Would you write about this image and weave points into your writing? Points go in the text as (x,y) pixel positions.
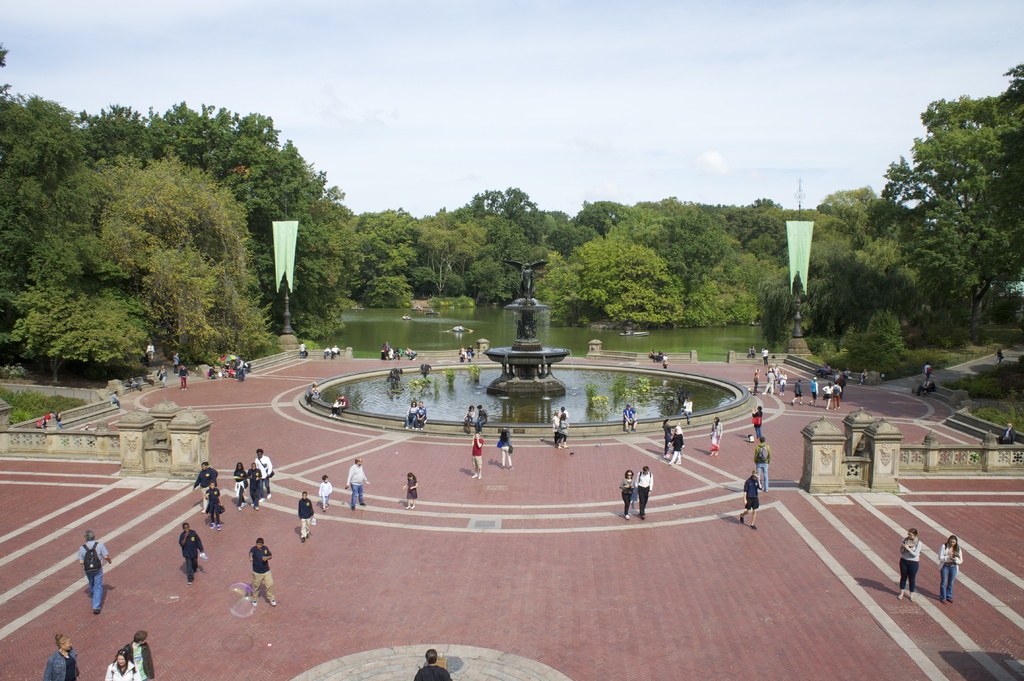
In this picture, we can see a few people (501,454), on the ground (691,438), we can see walls (156,434), trees (768,246), plants (999,381), fountains (557,378), poles (287,292), flags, stairs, and the sky (606,122).
